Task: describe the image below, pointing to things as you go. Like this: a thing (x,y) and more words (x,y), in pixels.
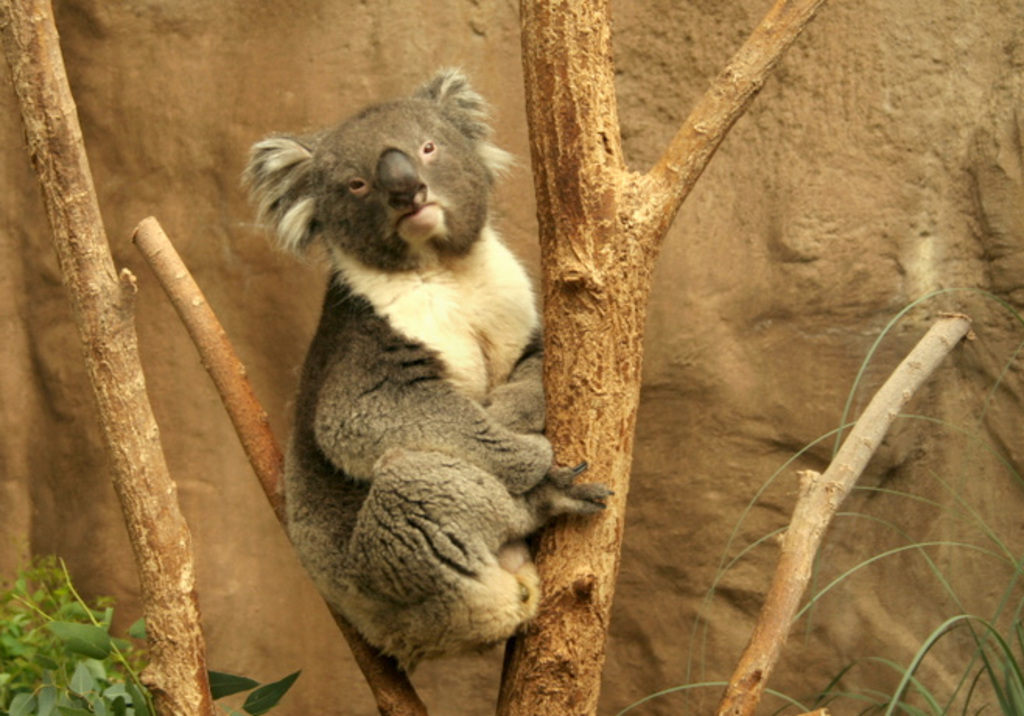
In this image I can see a koala (476,509) on a tree trunk (597,593). At the bottom (65,645) few leaves (69,614) are visible. In the background (893,214) there is a rock (823,253).
